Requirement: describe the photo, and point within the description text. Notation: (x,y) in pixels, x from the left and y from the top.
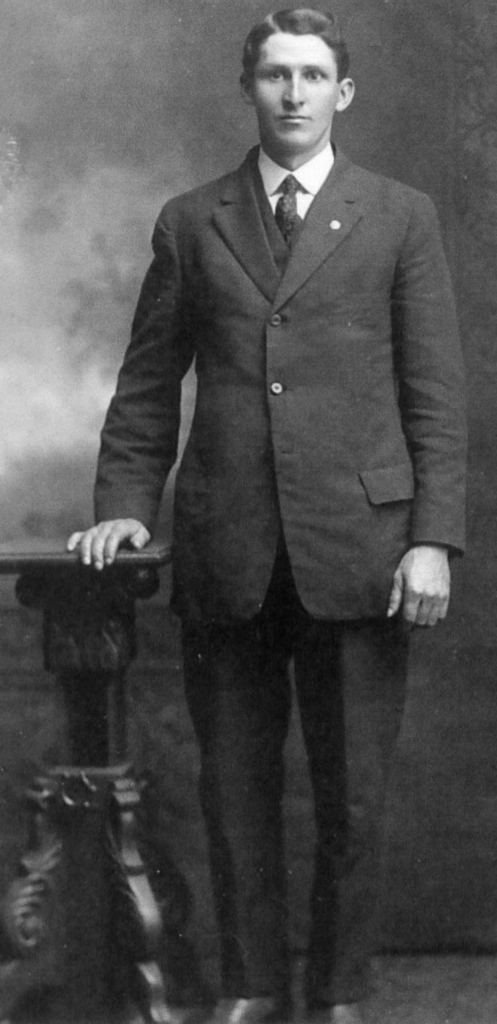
In this picture we can see a man (218,485), he is standing, and it is a black and white photography.
